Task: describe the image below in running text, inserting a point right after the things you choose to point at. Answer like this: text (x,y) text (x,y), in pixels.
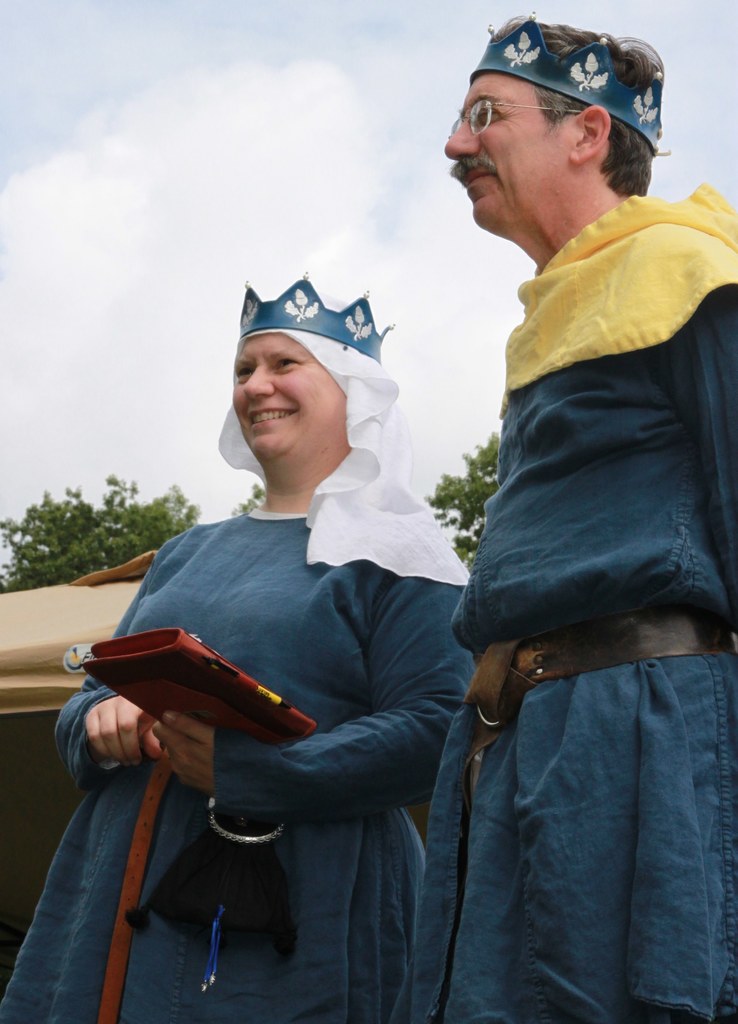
In this picture we can see a man (545,201) wore a spectacle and beside him a woman (384,459) holding an object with her hand (130,747) and they both are standing and smiling and in the background (140,509) we can see trees (74,570), sky (241,302).
